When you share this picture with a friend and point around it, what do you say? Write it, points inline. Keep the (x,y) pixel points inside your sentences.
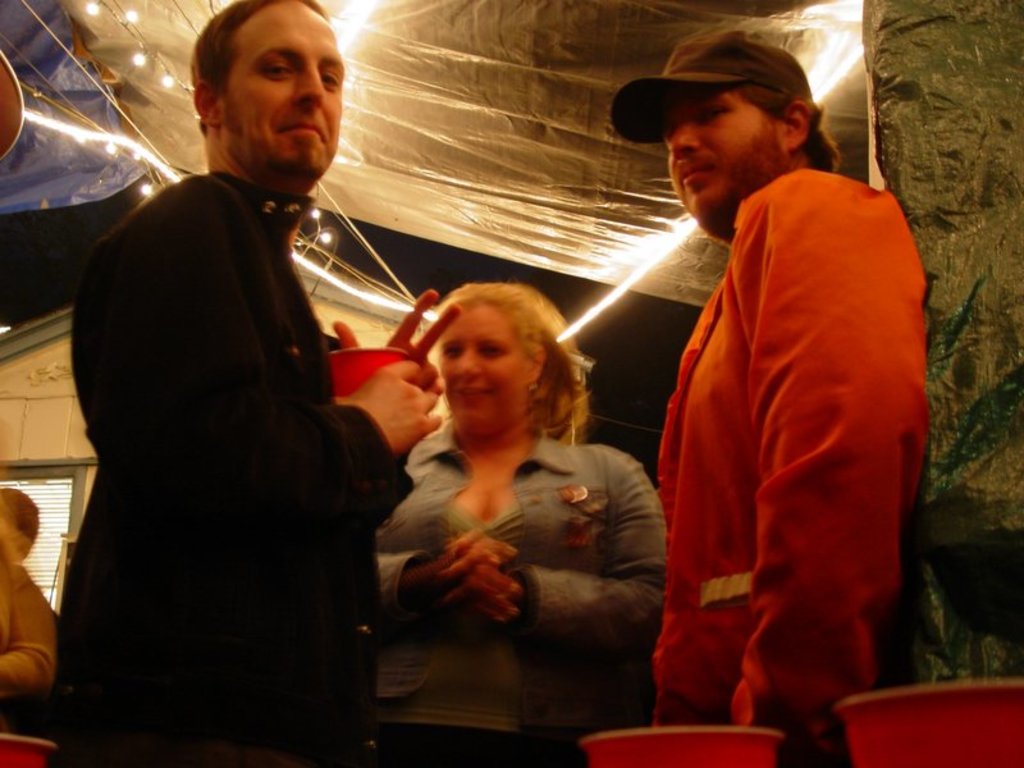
In the image we can see there are people (434,446) standing and wearing clothes (398,519). The right side man (765,498) is wearing the cap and the left side man (191,527) is holding a glass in hand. Here we can see the glasses (764,730), tent (488,128), tiny lights (166,167), house (50,454) and the dark sky (51,254).
